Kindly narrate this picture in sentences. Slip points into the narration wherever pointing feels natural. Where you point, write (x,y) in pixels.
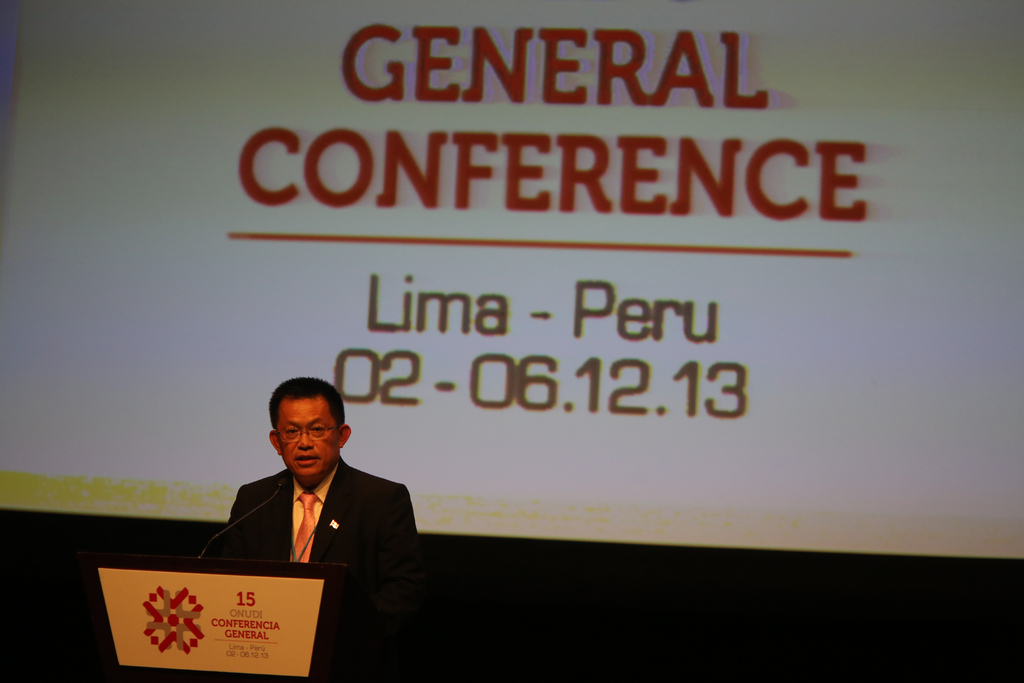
A man (361,577) is speaking, he wore coat (349,540), tie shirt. Behind him it is the projector screen (647,284).
